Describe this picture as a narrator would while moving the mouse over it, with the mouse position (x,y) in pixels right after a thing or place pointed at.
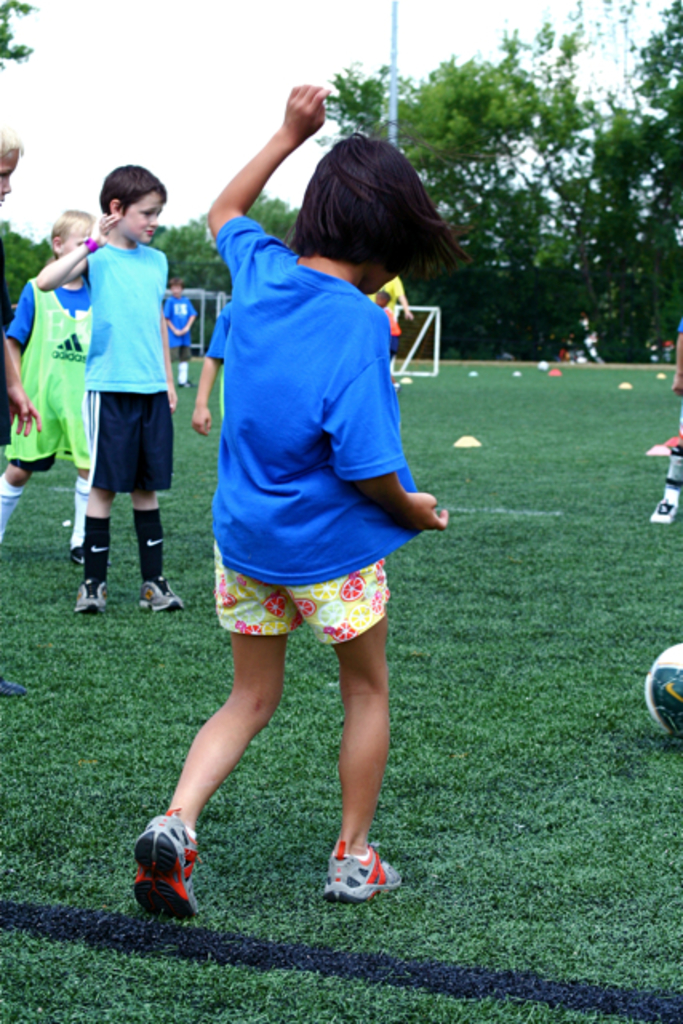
In this image in the front (350,417) there is a person (321,500) standing. In the center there are persons (90,324) standing and in the background (216,294) there are trees (443,284), there are objects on the ground (503,393) and there is grass (528,541) on the ground (533,563).
